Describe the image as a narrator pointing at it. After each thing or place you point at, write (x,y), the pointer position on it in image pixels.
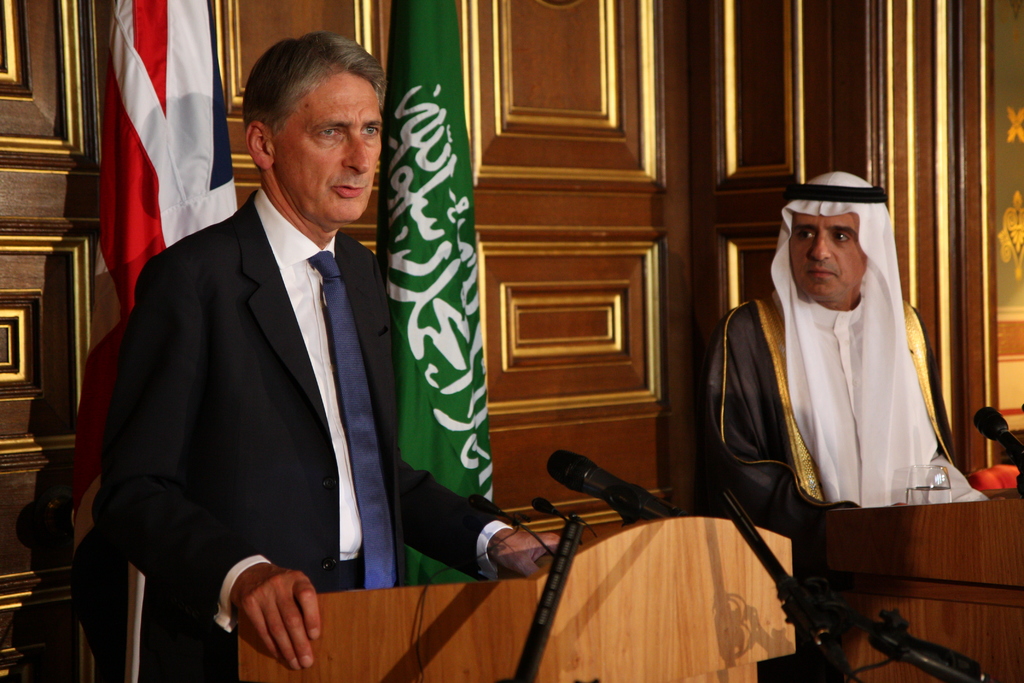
At the bottom of the image (564,545) there are some podiums (275,679), on the podiums (482,676) there are some microphones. Behind the podium (457,654) two persons (314,434) are standing. Behind them there are some flags (403,211) and there is wall (38,170).
